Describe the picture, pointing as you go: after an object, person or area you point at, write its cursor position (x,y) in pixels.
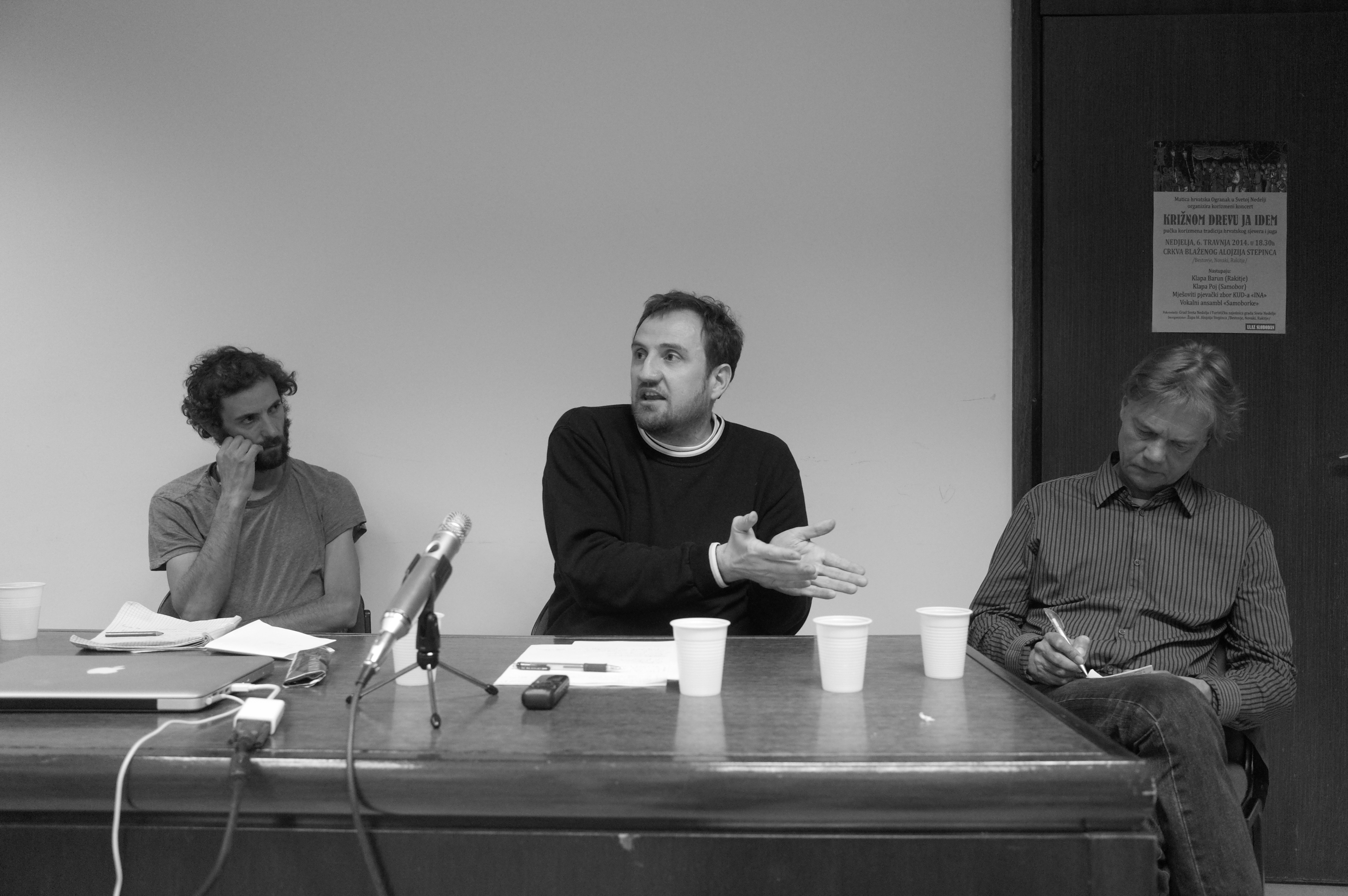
A black and white picture. These three persons (724,539) are sitting on a chair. In-front of them there is a table (849,722), on this table (807,669) there is a mic (425,552), mobile (554,685), paper (620,675), pen (572,669), laptop (163,669) and cups (703,685).
